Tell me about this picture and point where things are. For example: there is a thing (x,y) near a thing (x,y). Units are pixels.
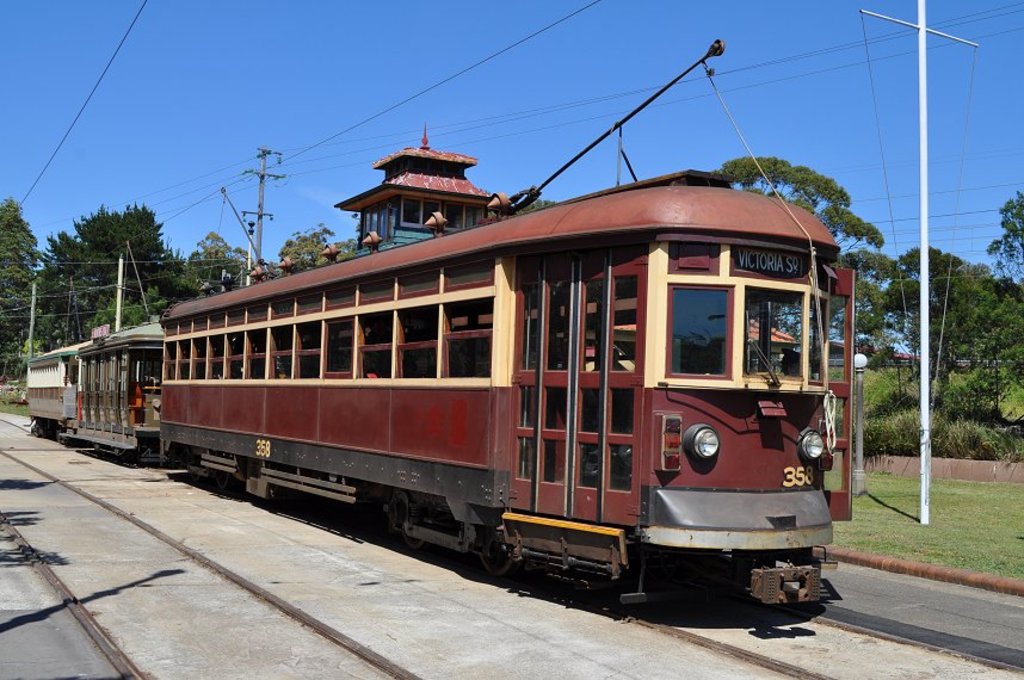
In this picture we can see a train (736,575) on the track (830,637), in the background (293,254) we can find few poles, cables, trees (91,233) and houses (422,184).
